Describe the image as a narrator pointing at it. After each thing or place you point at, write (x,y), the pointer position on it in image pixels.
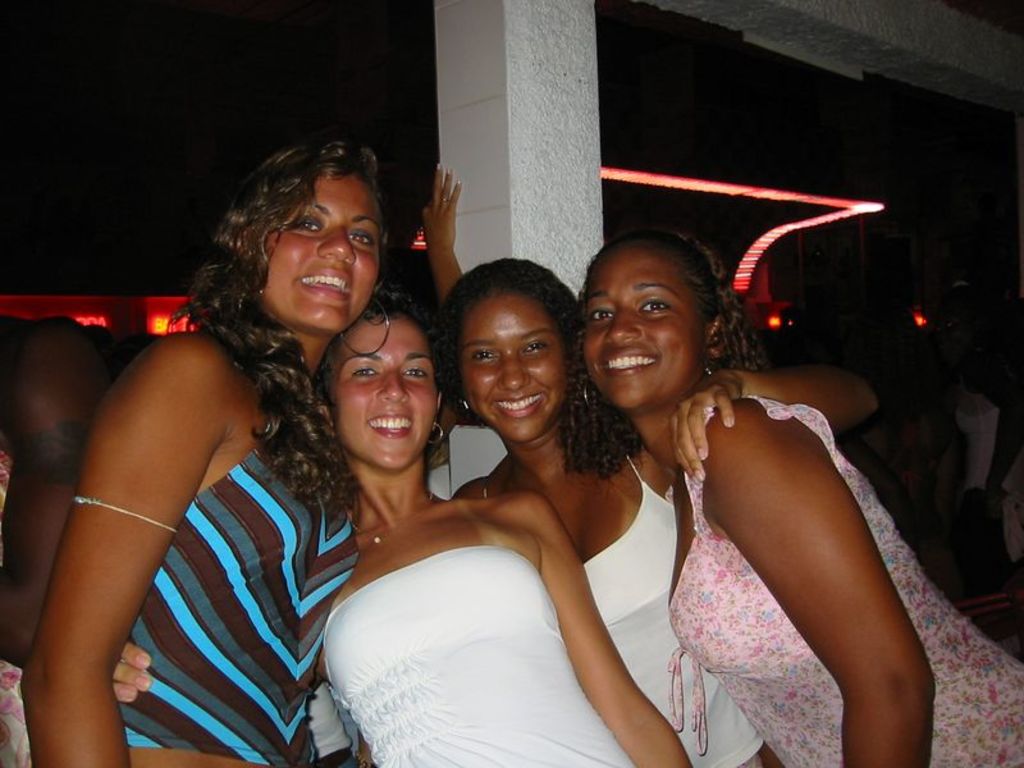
In the image there are a group of women (372,500) posing for the photo, behind them there is a pillar (520,200) and in the background (45,320) there are some other people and there is a red color light (856,209) in the background (116,303).
